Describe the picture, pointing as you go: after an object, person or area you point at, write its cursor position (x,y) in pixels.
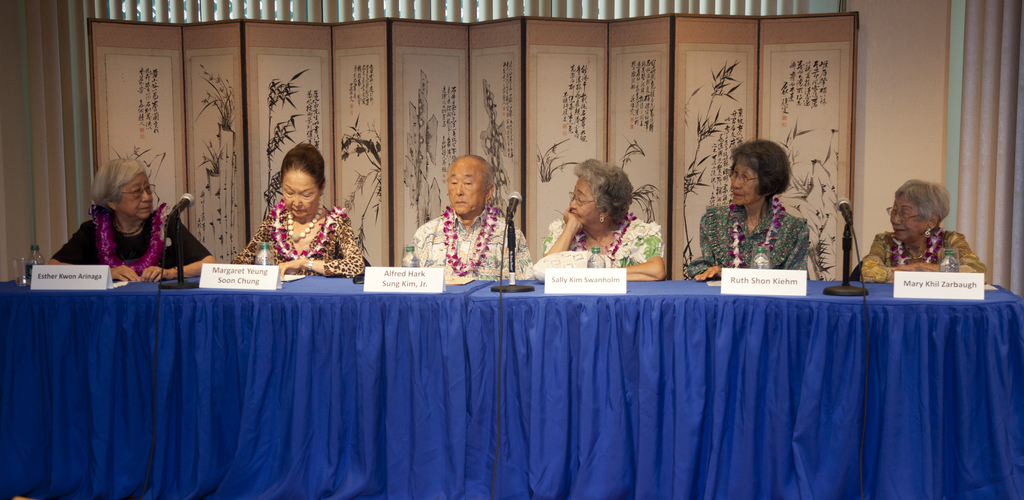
In this image there are six persons (486,240) sitting on the chair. On the table (447,279) there is bottle (409,254), mic (511,204).
